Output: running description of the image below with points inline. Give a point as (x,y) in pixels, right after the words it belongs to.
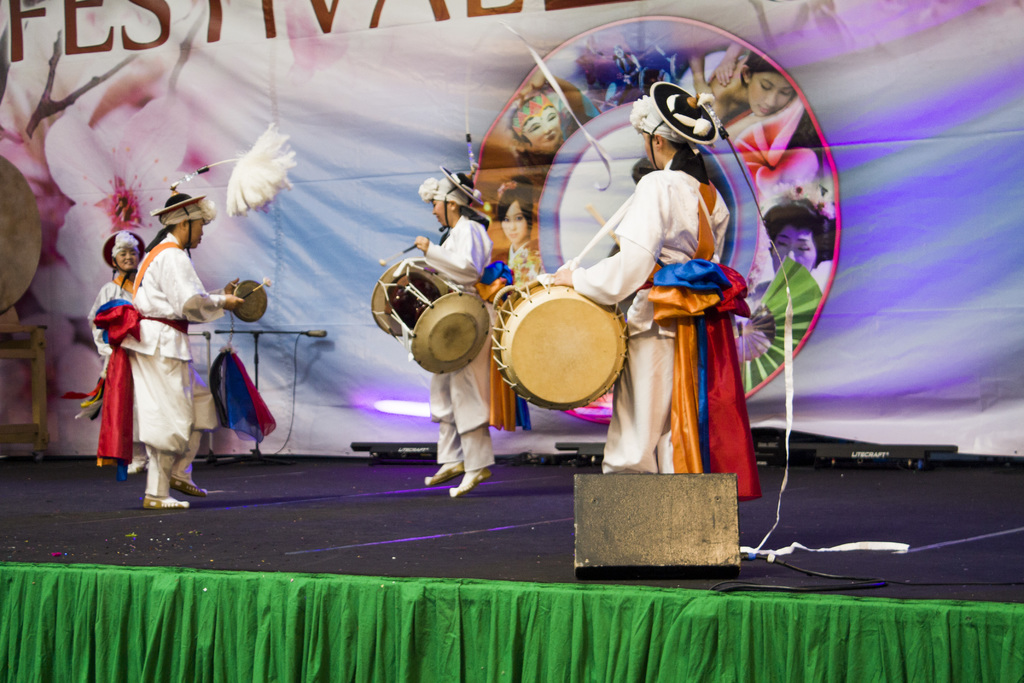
In this picture we can see some persons (655,200) standing on the floor (411,488). They are playing musical instruments (10,212). On the background (839,250) there is a banner (852,212) and this is cloth (399,642).
